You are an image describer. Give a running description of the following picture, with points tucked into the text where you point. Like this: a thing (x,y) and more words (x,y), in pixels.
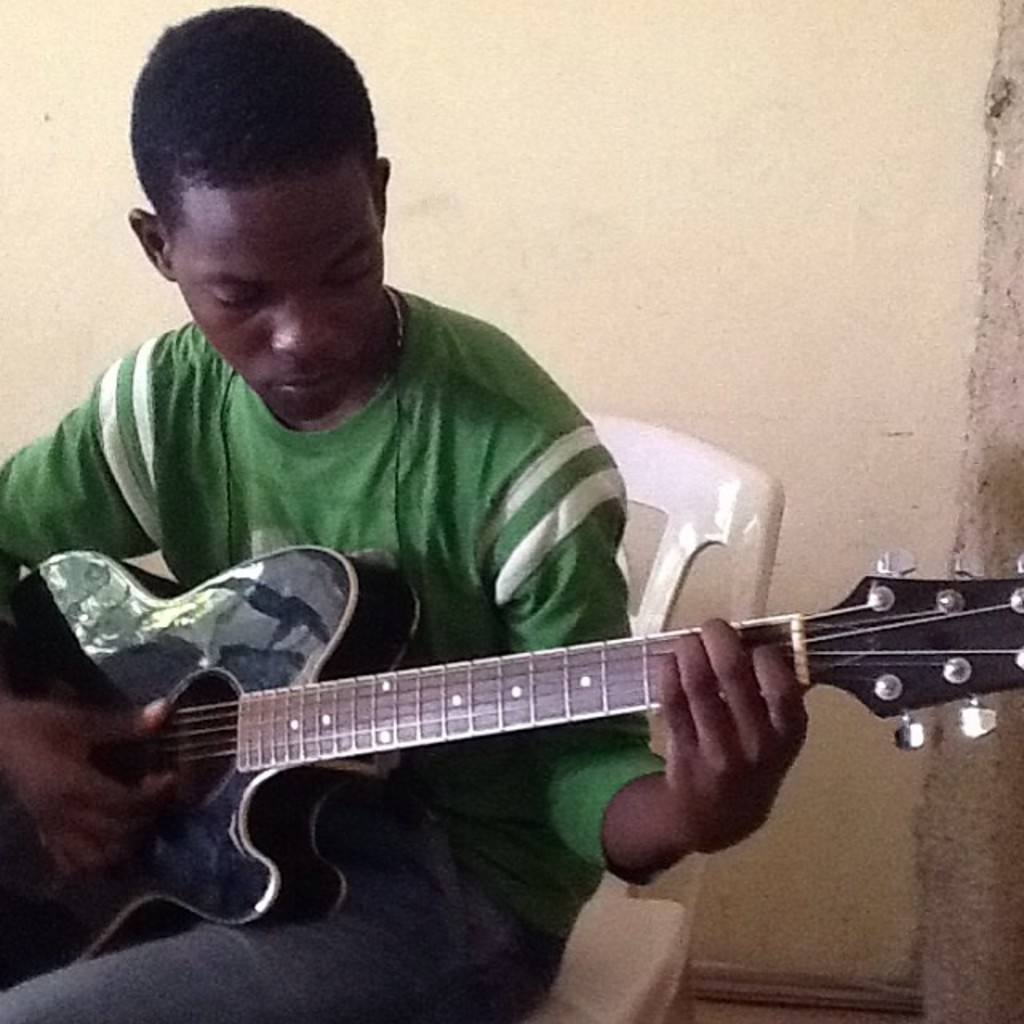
In the image there is a man (485,500) sitting on chair (702,525) and he is also holding a guitar (221,685) and playing it, in background (674,166) there is a wall (662,161) which is in cream color.
